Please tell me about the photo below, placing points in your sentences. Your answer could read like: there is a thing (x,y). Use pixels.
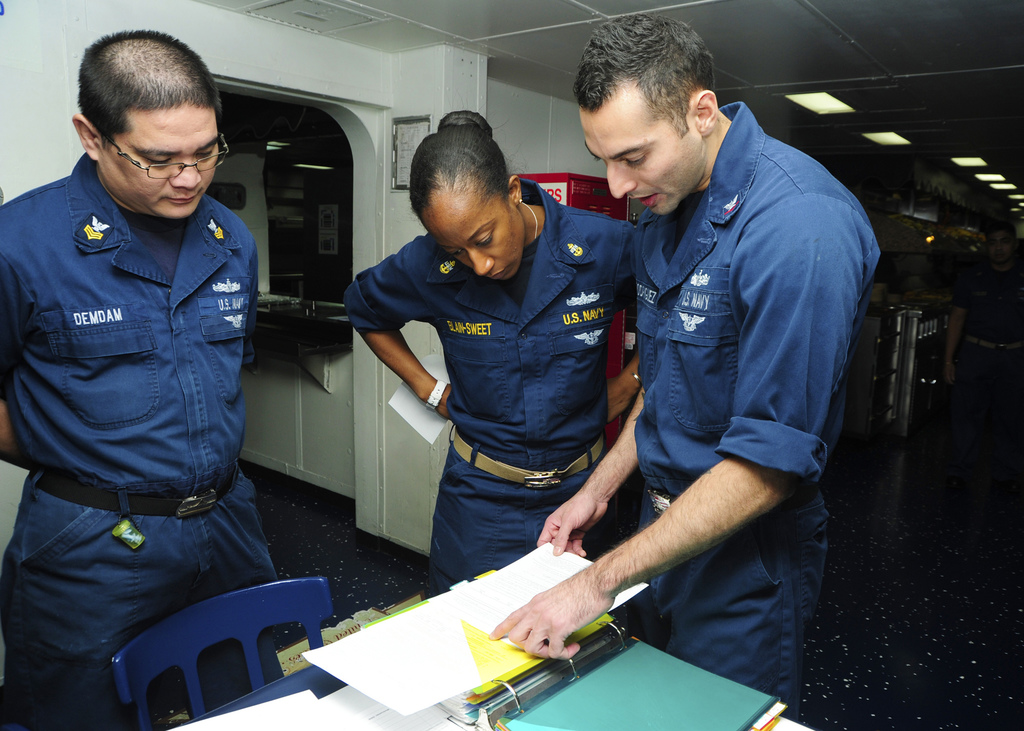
In this image there are three people (549,351) standing on the floor (400,573), at the bottom (322,694) there is a table (288,694), on which there are some files (659,662), papers (421,674), in front of the table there is a chair (221,615), on the right side (976,298) there is a person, roof (799,35) on which there are some lights (828,104), poles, in the middle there is a door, red color box (586,195) attached to the wall (562,146) visible in the middle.
